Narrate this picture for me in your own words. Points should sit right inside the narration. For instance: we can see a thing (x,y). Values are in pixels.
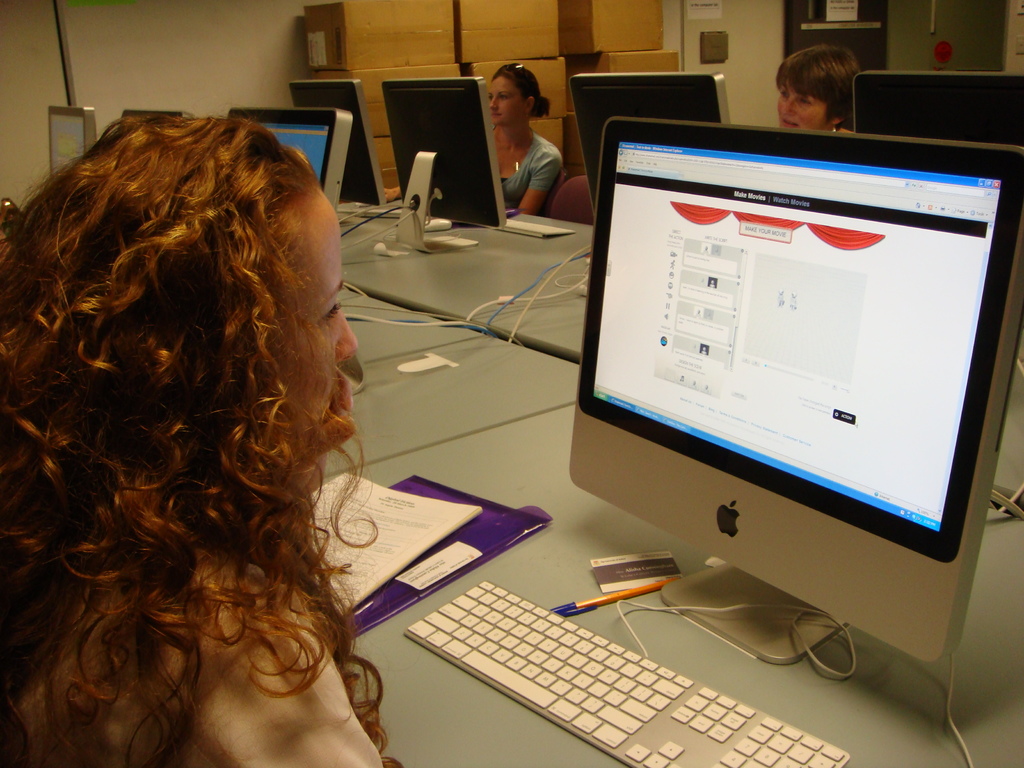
In the foreground of the image (157,706) we can see a lady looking at the monitor (904,475). On the top of the image (591,81) we can see two ladies (561,163) operating the computers (361,107).
